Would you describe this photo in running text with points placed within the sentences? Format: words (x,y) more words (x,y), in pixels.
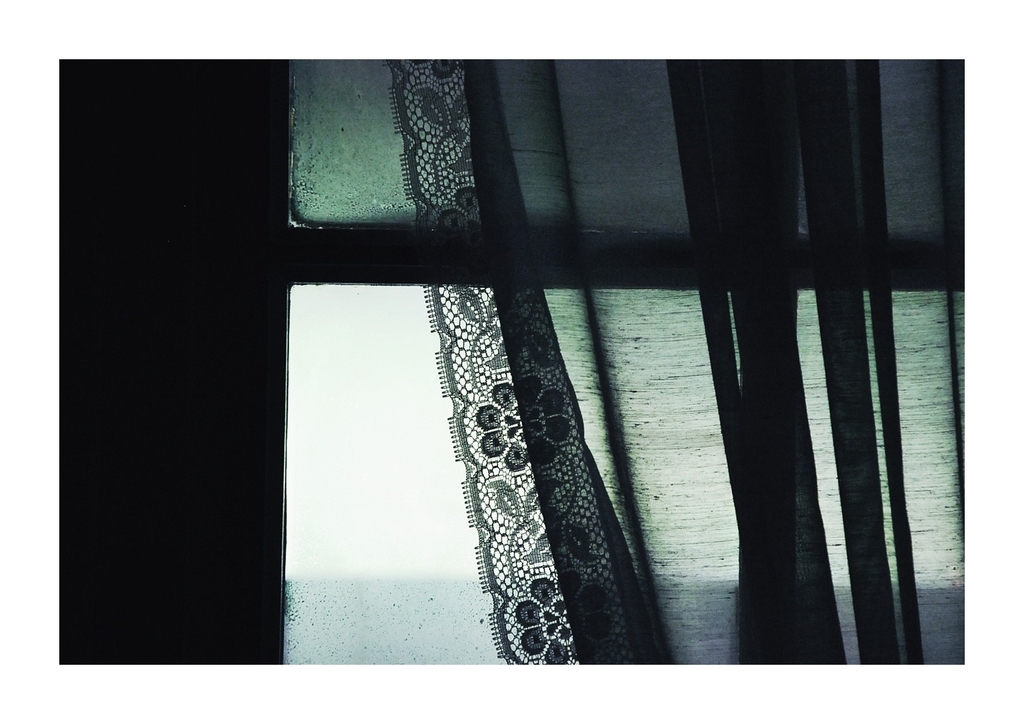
In the image we can see there is a curtain (572,396) on the window (344,337) and there is a knitted lace (464,439) on the window (691,567). The image is in green and blue colour.
